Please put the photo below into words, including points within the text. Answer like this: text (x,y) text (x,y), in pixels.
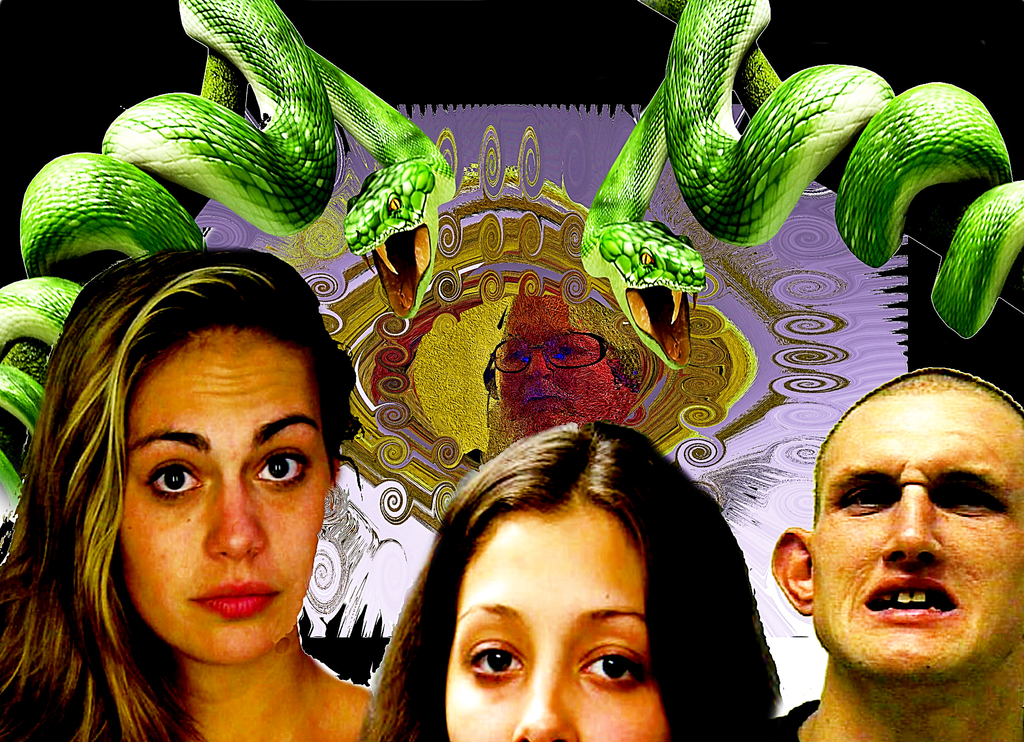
Here we can see three persons (443,547). There are snakes (960,163) and picture (508,416) of a person (495,409) on the banner (766,397). There is a dark background (807,37).
